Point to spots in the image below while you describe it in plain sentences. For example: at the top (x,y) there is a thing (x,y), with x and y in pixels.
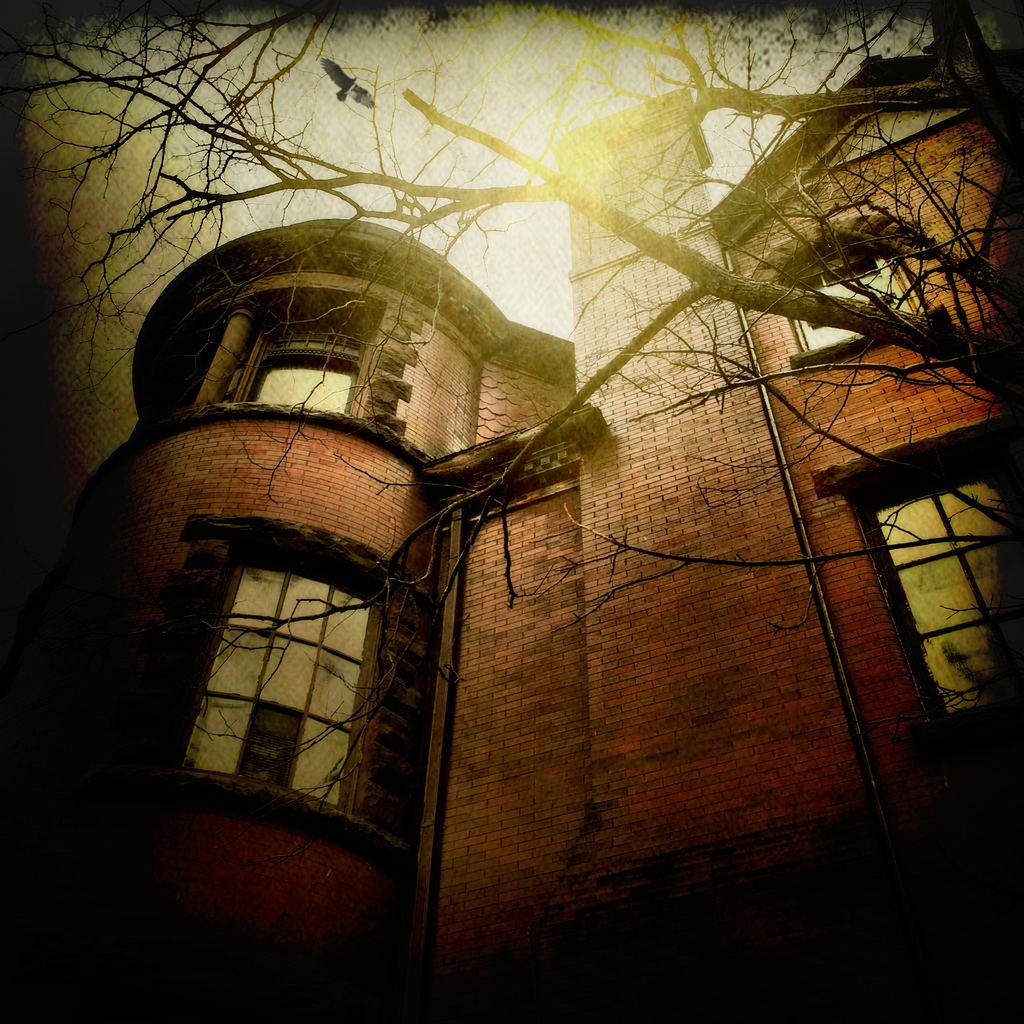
This is an edited image. Here I can see a building (295,461) which is in red color. On the top of the image (865,96) there is a tree (709,273) and I can see a bird (349,80) is flying in the air (408,83).
